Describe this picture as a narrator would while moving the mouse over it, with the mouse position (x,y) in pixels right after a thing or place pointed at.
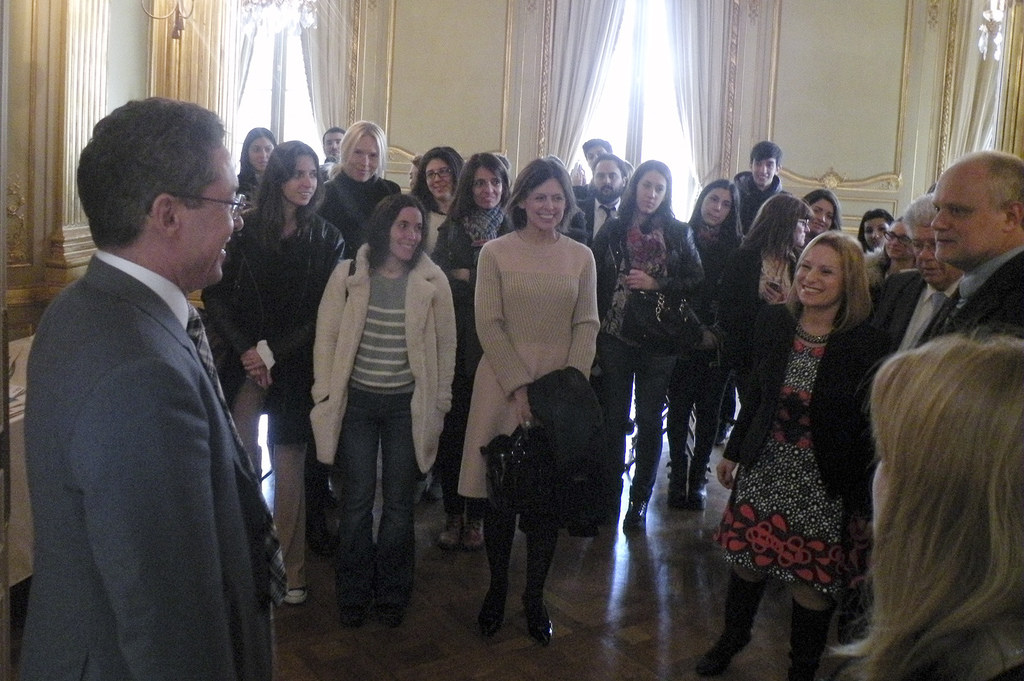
In this image, I can see a group of people (859,273) standing on the floor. In the background (294,77), there are curtains (233,70) and windows (282,34).
